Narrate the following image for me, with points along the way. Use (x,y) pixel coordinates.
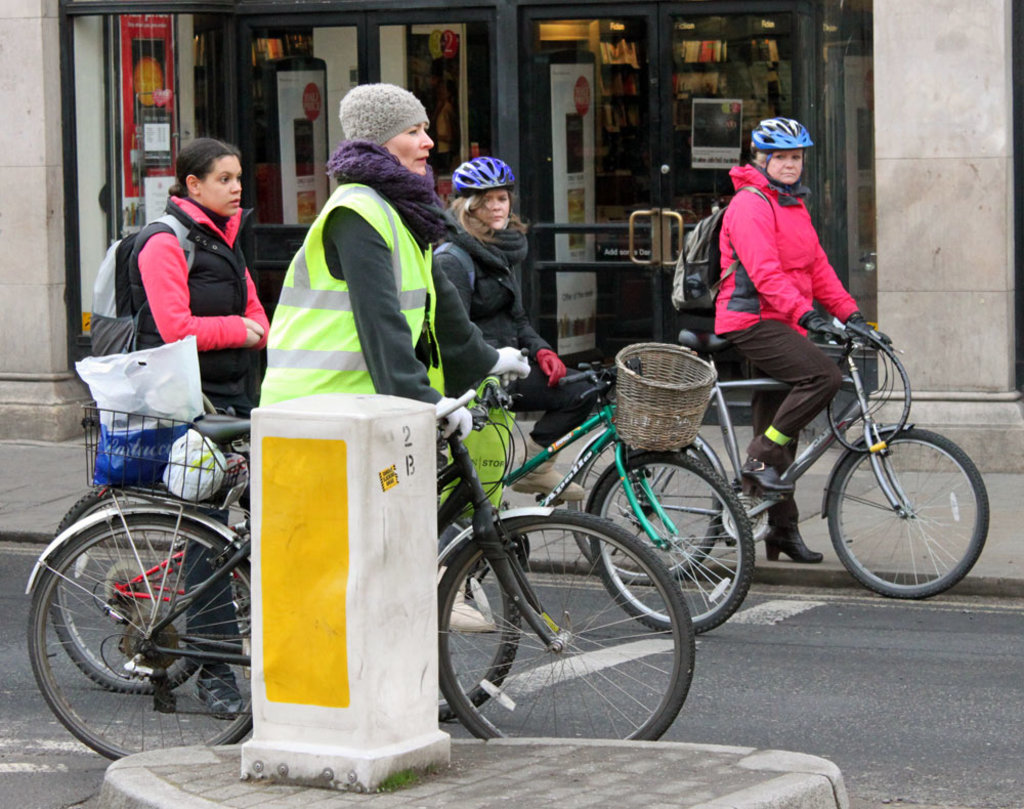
In the middle of the image (454,335) four woman (827,394) standing on the bicycle (211,426) on the road (904,670). Behind them there is a store (533,19). This woman (730,250) wears a bag (681,299). This wears a backpack (109,271).
